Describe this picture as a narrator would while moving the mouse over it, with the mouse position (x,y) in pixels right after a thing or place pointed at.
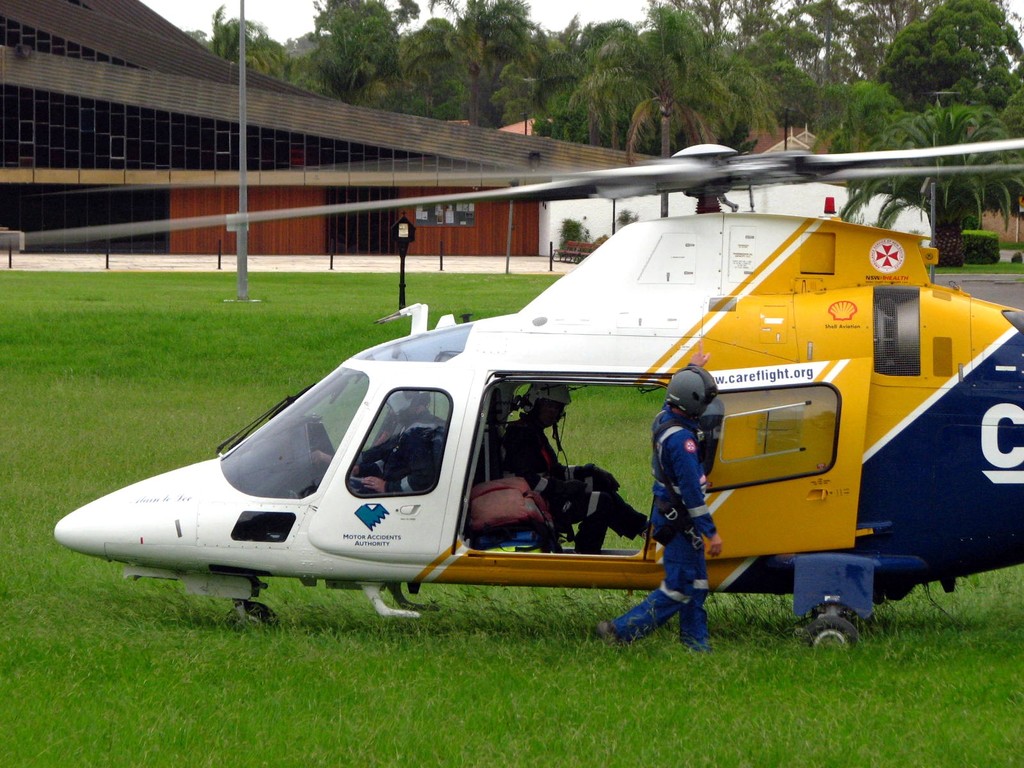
In this image in the center (350,424) there is one helicopter (910,468) in that helicopter (150,513) there are some people (551,508) and at the bottom (292,580) there is grass (919,626), in the background (647,142) there are some houses (193,85) and trees (641,107) and pole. On the right side (957,225) there are some plants (944,222) and trees (957,225).
